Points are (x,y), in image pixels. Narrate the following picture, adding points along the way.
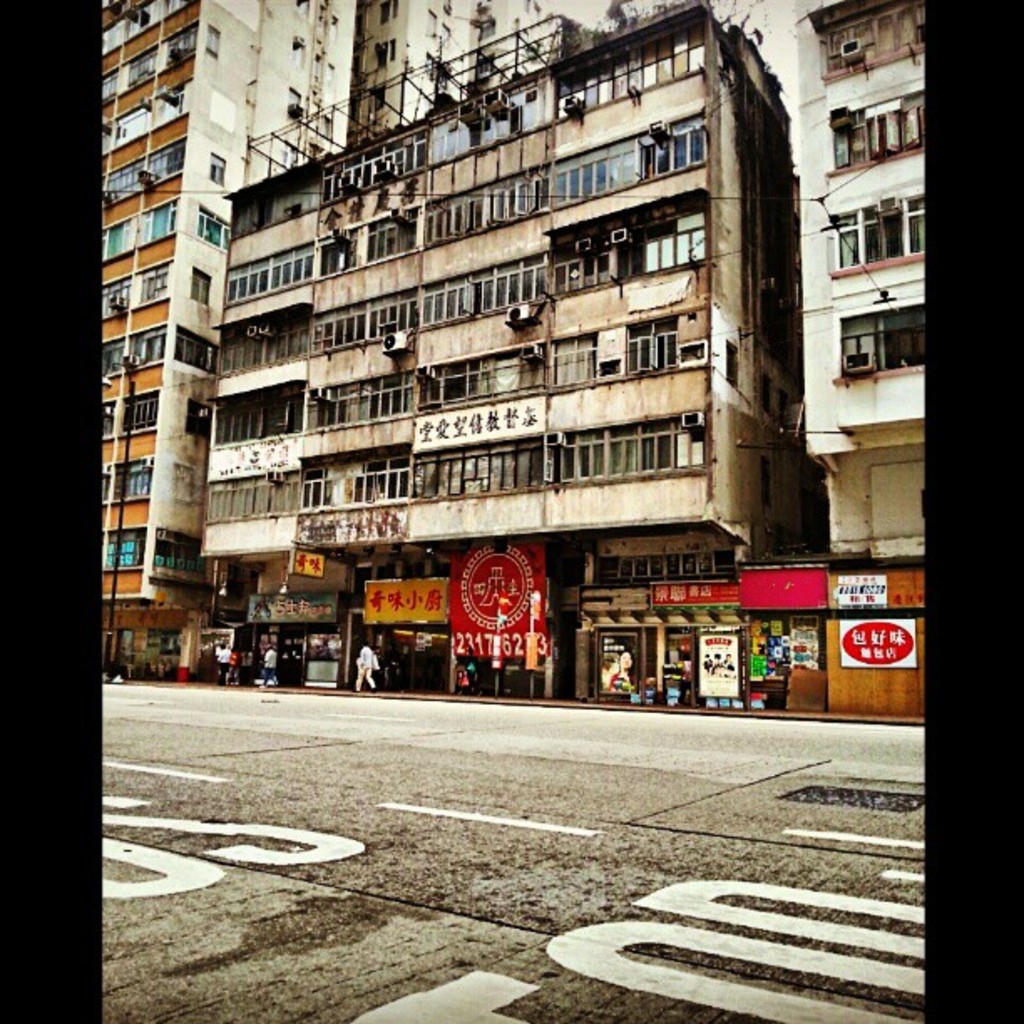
In this picture we can see few buildings (446,350), in front of the buildings (252,582) we can find group of people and poles (133,391), and also we can see few hoardings (534,544).
